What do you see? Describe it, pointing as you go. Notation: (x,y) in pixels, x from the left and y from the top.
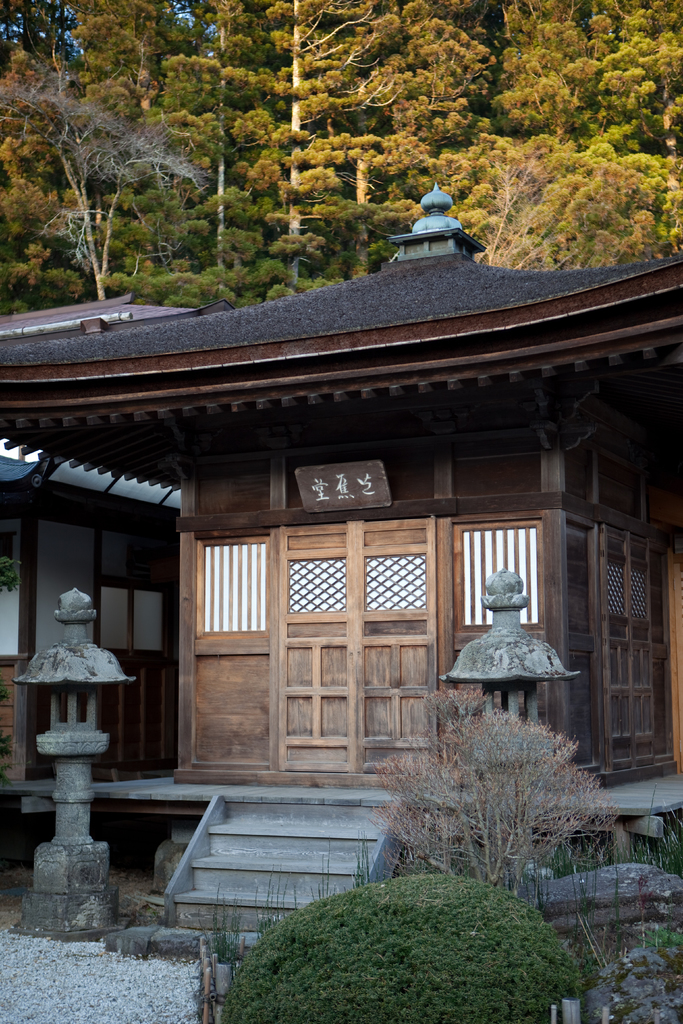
In this picture I can see a house (278,615) and plants (315,947). In the background (241,126) I can see trees (310,158). Here I can see a door (347,626) and a board (347,489) which has something written on it. I can also see steps (283,877) over here.
